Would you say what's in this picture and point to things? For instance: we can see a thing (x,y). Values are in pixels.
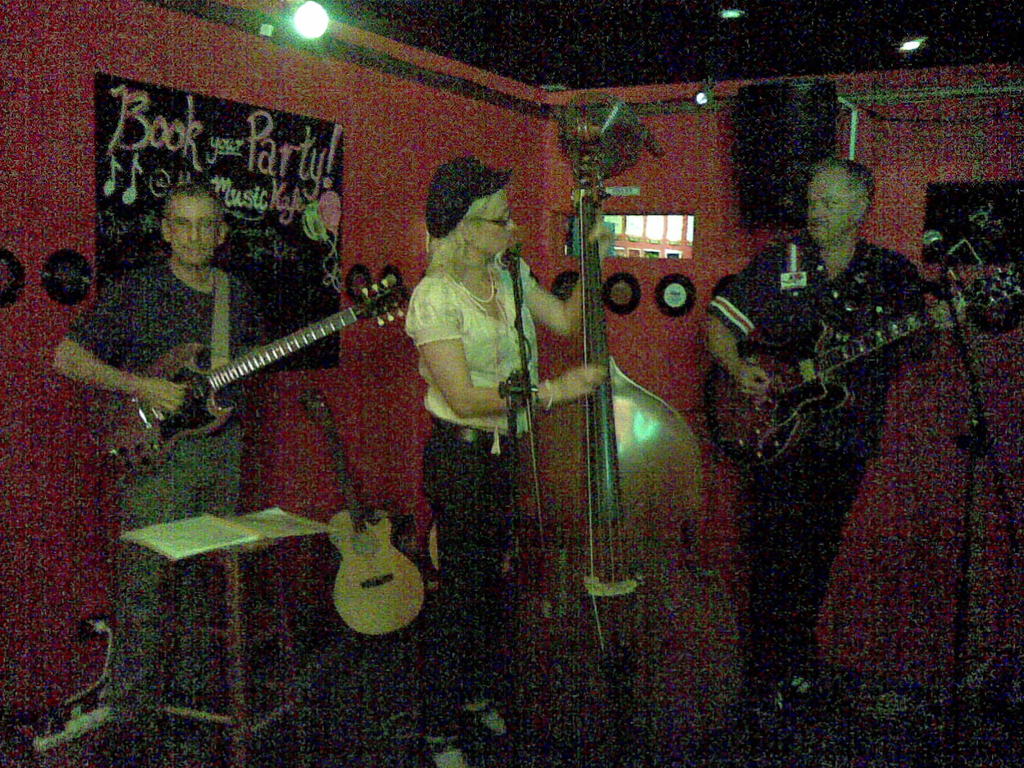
In this picture we can see three persons (853,419) are standing and playing guitar (813,400). This is the mike (933,243). And there is a book (228,543) on the table (236,668). And on the background (428,169) there is a red color wall (401,103). And this is the light (304,25).
